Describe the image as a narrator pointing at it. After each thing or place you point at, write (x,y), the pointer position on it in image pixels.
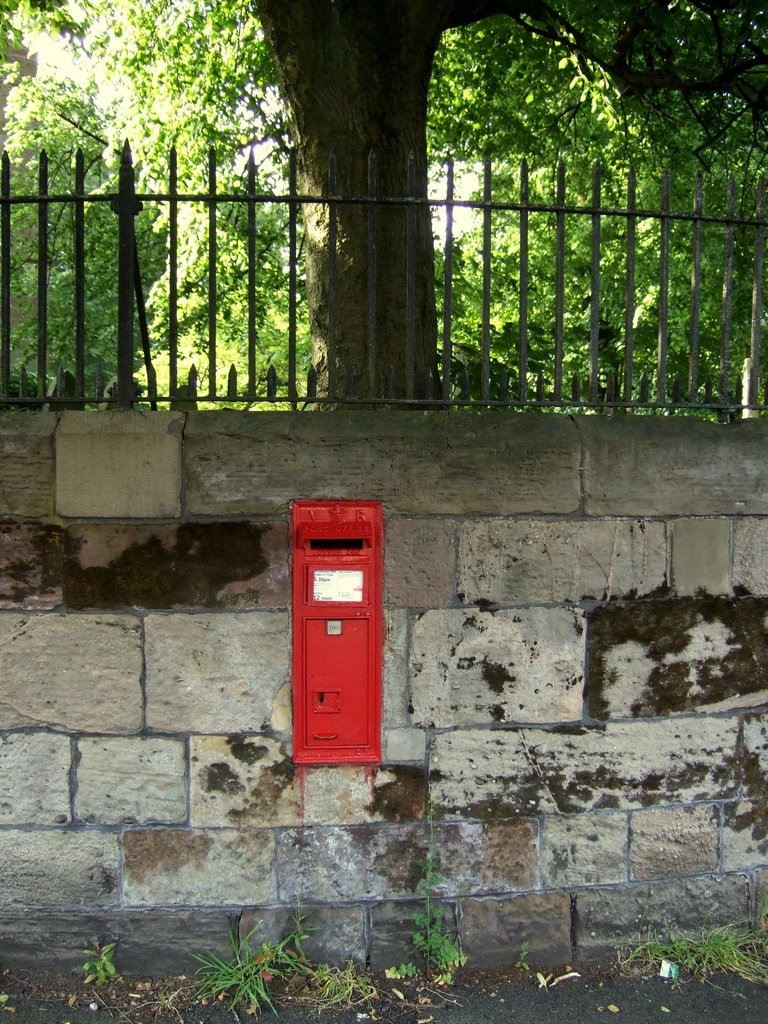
In this picture I can see there is a post box (331,575) attached to the wall (404,638) and it has a door (335,660) and a hole (317,544). There is a wall (388,624) in the backdrop (216,447) and there is a railing (332,217) here and in the backdrop (288,106) there are few trees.
